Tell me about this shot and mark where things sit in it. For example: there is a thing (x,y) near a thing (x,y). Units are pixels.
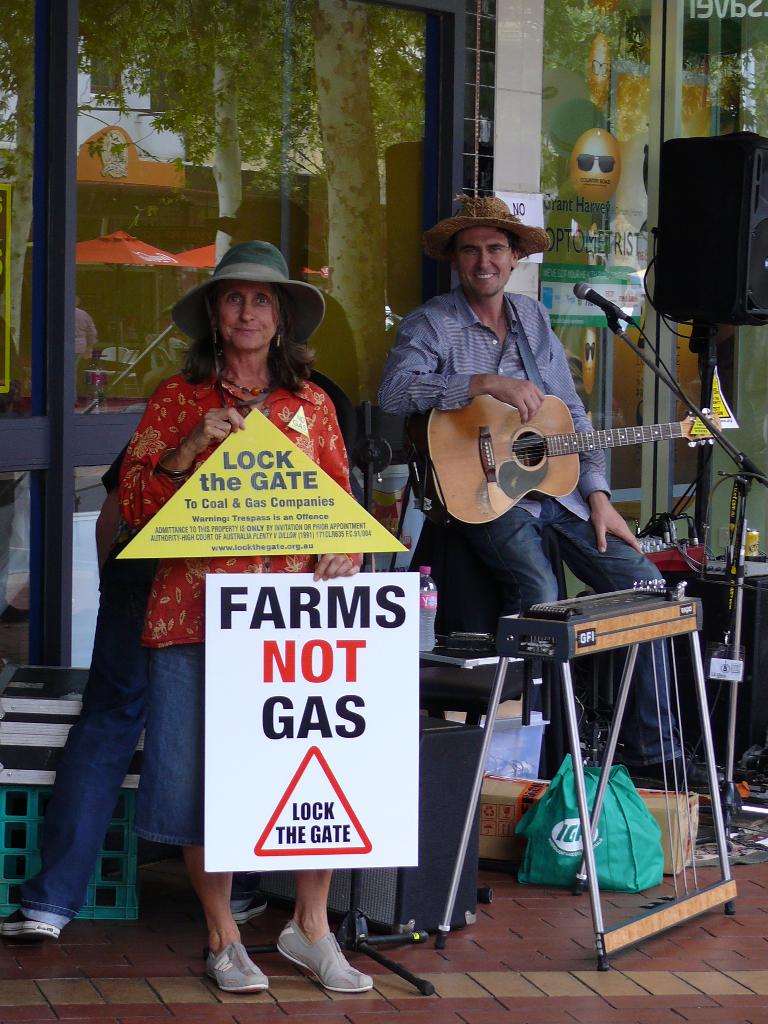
The person (520,376) in the right (536,412) is sitting and holding a guitar (602,434) in his hands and there is a mic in front of him and there is another lady (293,398) standing and holding two banners (305,600) which are white and yellow in color and there is something written on it and there is a speaker (713,254) in the right corner (724,256).
